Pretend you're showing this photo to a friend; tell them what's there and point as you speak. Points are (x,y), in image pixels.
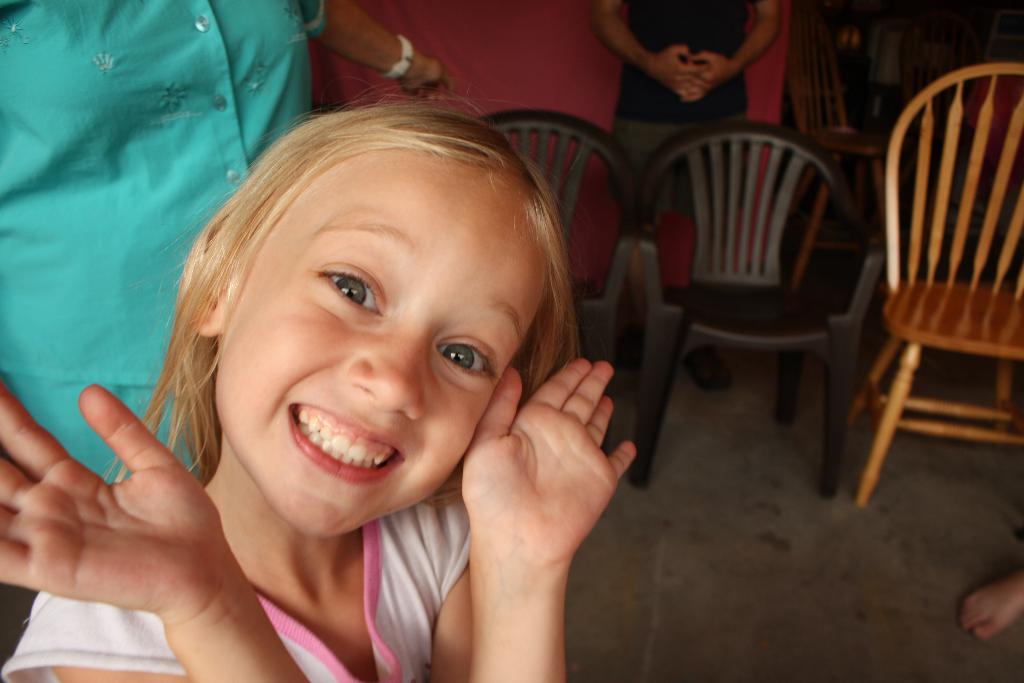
In this image there is a girl (312,247) smiling and the back ground (233,24) there are group of people (169,127), chairs (565,136).
